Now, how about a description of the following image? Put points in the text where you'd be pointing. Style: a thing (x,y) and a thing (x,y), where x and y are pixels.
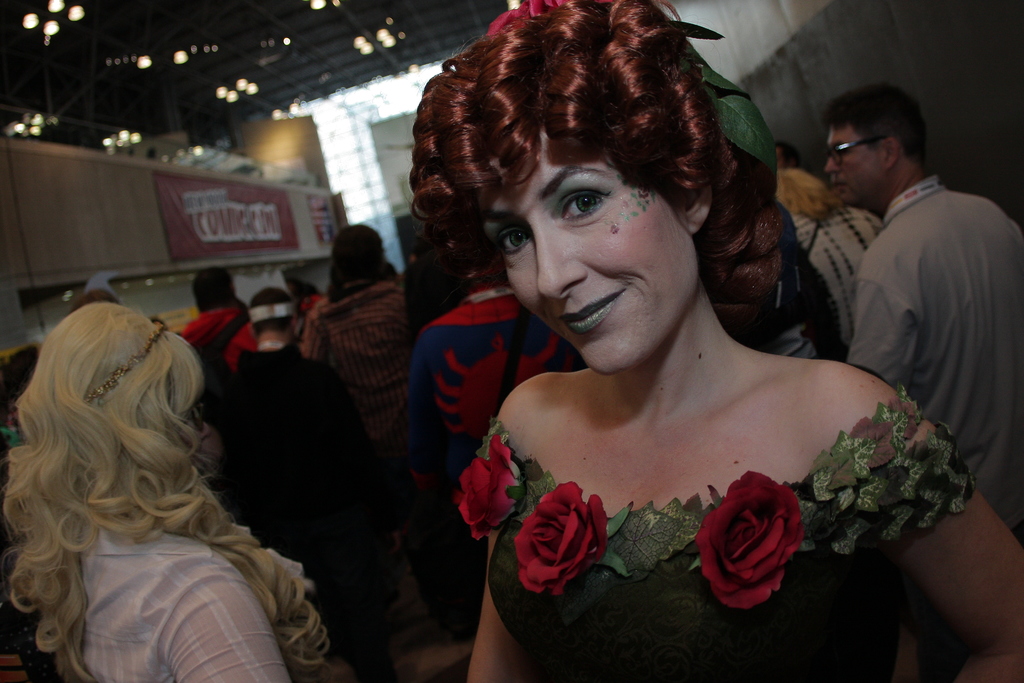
In this picture I can a person (589,322) with a smile (572,315) in the foreground (628,374). I can see a few people (452,295) in the background (418,265). I can see light arrangements (207,49) on the roof (256,93). I can see hoarding (243,229) on the left side (224,224).
